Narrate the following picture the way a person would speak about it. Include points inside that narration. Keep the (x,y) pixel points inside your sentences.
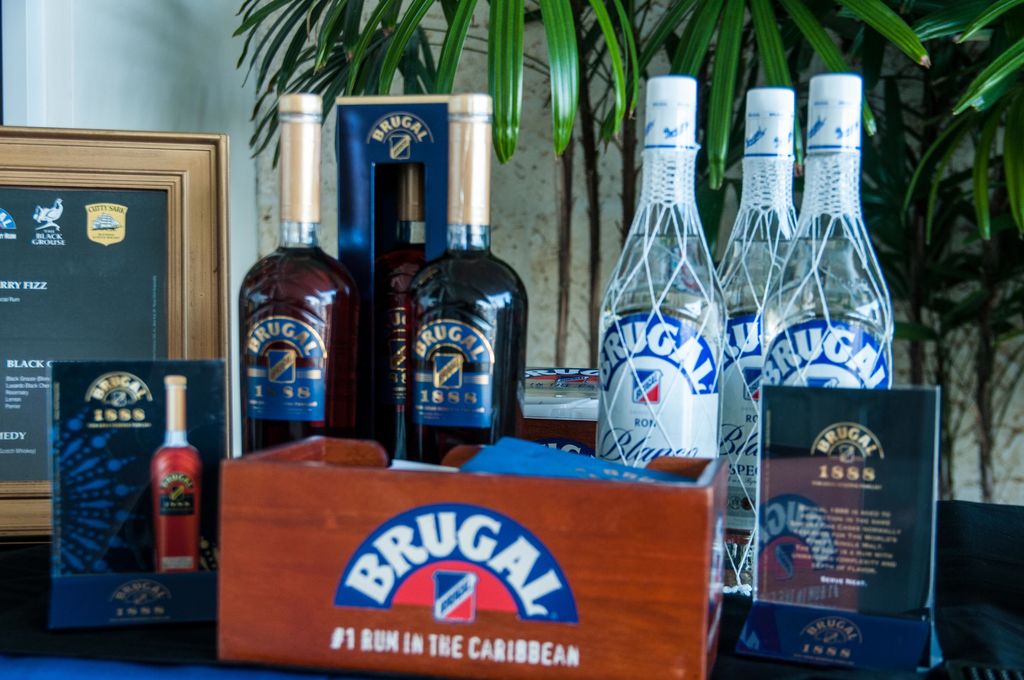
In this image i can see few bottles (751,385) on a table (983,610), at the back ground (602,234) i can see a frame (156,194), a wall (156,90) and a plant (244,53).
